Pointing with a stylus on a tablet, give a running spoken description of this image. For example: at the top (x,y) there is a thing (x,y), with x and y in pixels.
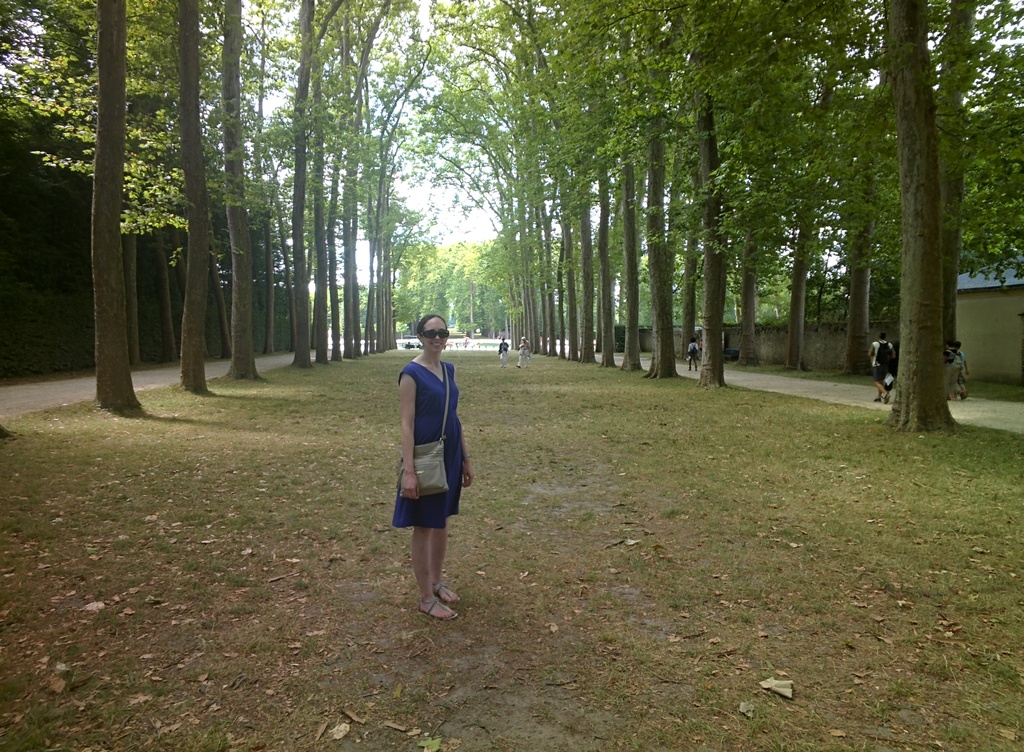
In this picture I can see a person (400,395) standing on the green grass (468,663). I can see a few people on the walkway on the right side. I can see the walkway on the left side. I can see trees (319,254).
